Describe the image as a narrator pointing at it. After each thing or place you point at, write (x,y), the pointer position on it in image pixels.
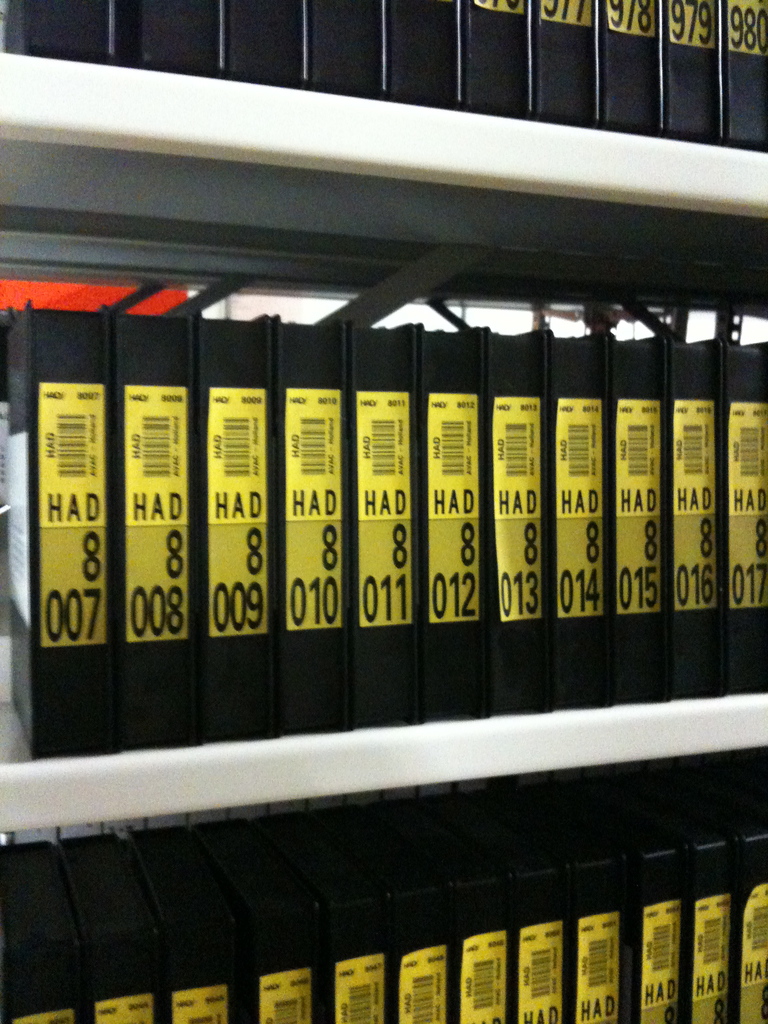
This picture shows few books (549,9) in the bookshelf (359,304).
